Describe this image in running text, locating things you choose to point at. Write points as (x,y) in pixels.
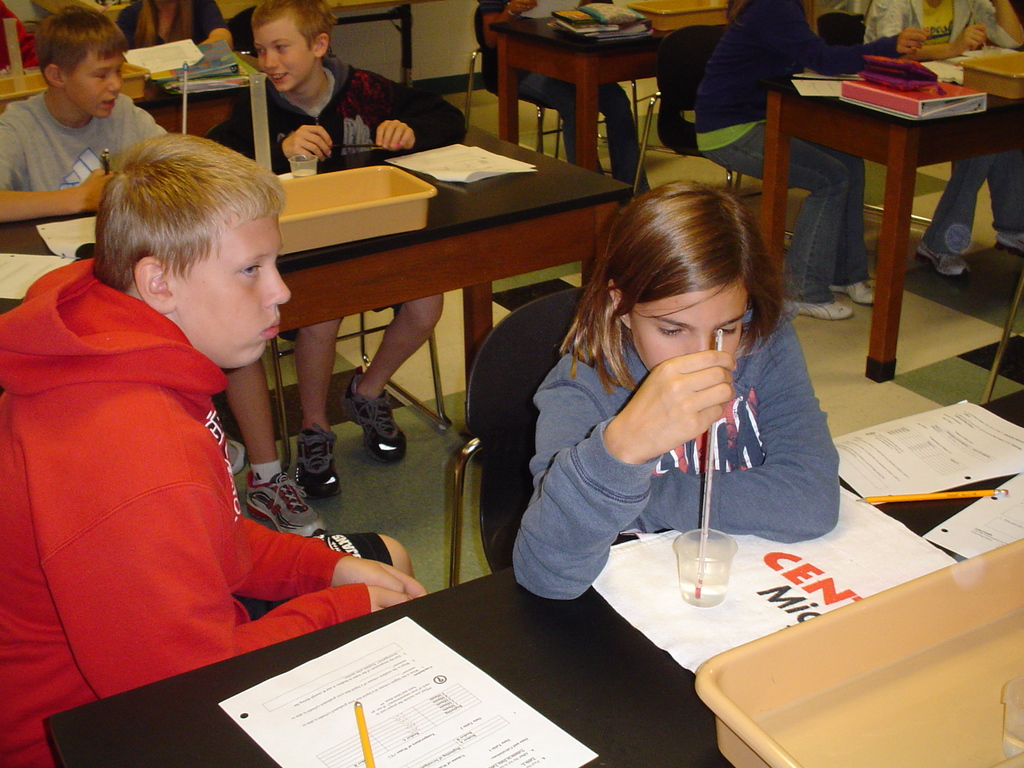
in a room (562,422) people (562,422) are seated on the chairs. in front of them there are black tables (687,727). on the tables (687,727) there are trays (834,671), paper (461,704), pencil (360,717), glass (706,577).
